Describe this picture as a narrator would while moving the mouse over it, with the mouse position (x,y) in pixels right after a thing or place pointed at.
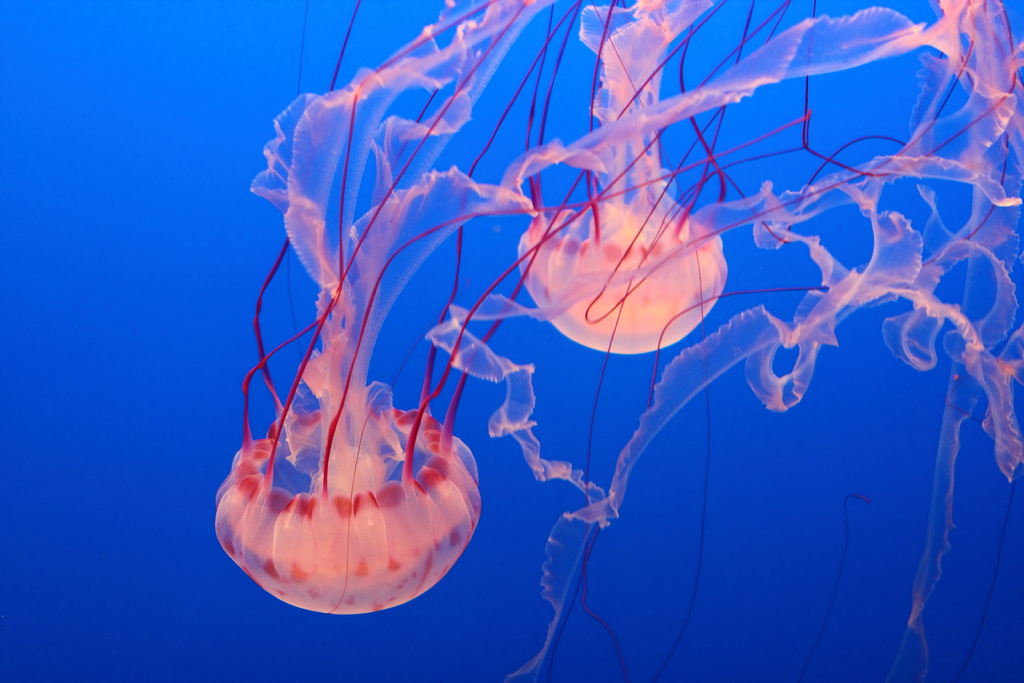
These are the jelly fishes (400,449) inside the water (580,348).
